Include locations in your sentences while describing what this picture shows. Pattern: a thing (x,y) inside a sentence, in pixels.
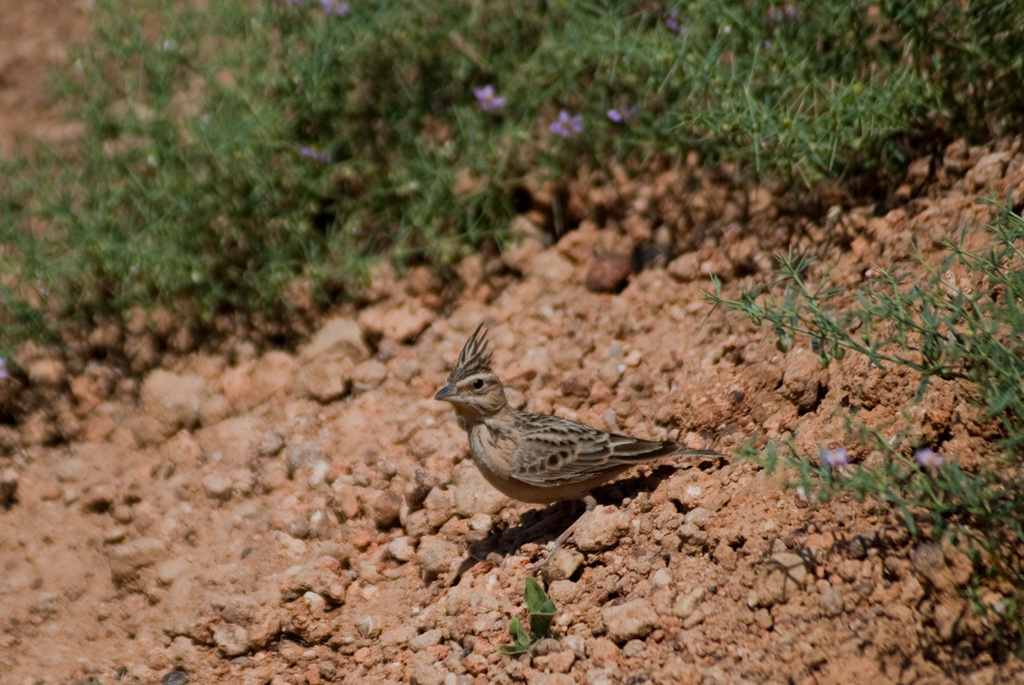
In this image we can see a bird (531,433). There are few plants (609,113) in the image. There are few flowers (487,105) to the plants (863,471).
